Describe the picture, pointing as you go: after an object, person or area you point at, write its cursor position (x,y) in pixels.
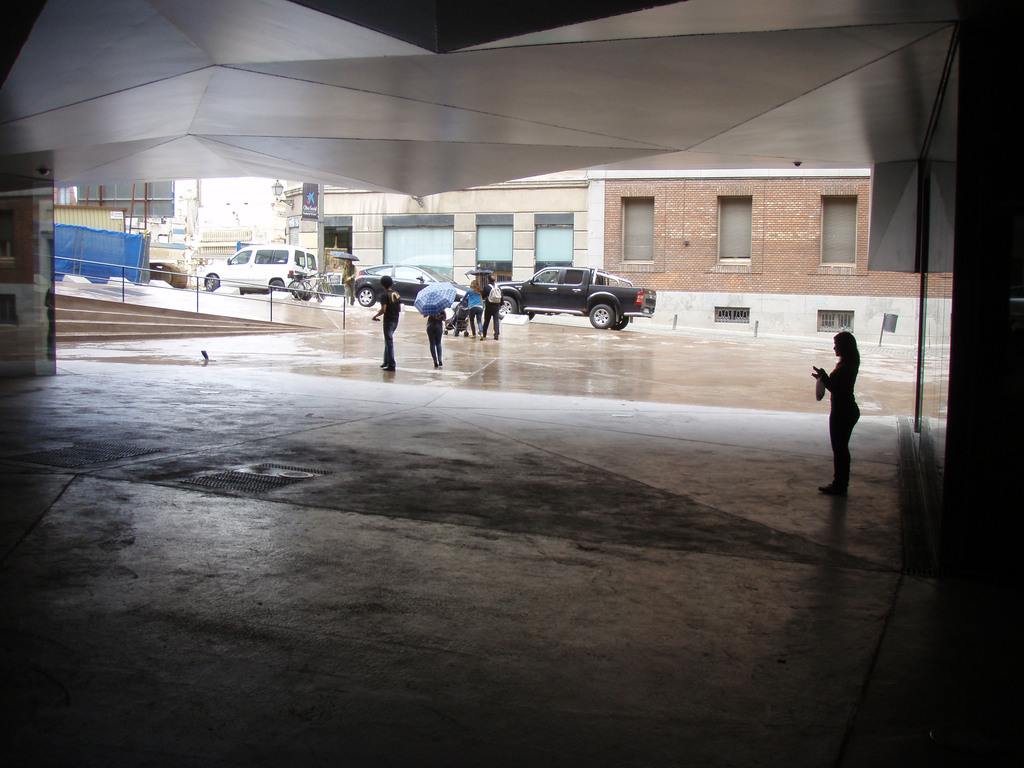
In this picture there is a woman (824,376) standing and holding the object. At the back (769,300) there are group of people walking and there are vehicles (620,315) on the road (505,356) and there are buildings (531,247). On the left side of the image (129,268) there is a handrail (346,294). At the bottom (366,513) there is water (575,337) and there is a road (437,650) and there is a manhole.
